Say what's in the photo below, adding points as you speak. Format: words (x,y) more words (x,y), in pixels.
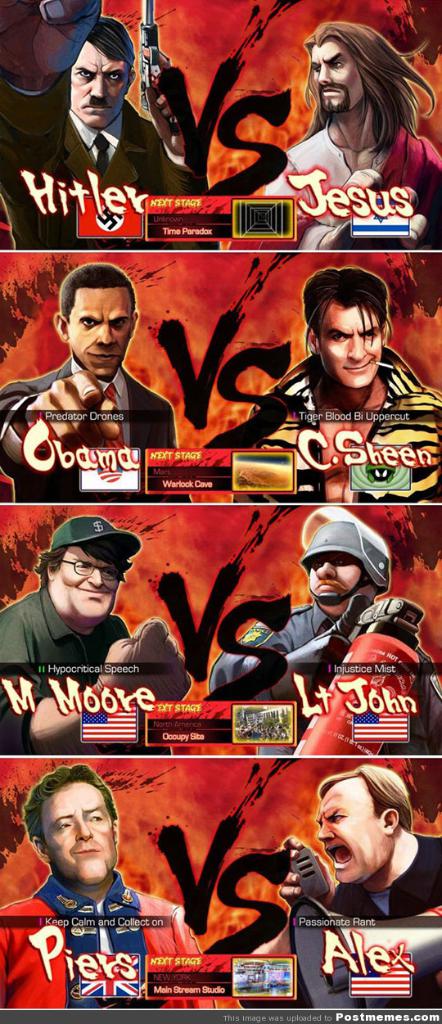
In this image, we can see a poster (311,725). On the right side (398,822), we can see four men images (395,864). On the left side (69,438), we can also see another four men images (64,320). In the background (206,291), we can see red color.
